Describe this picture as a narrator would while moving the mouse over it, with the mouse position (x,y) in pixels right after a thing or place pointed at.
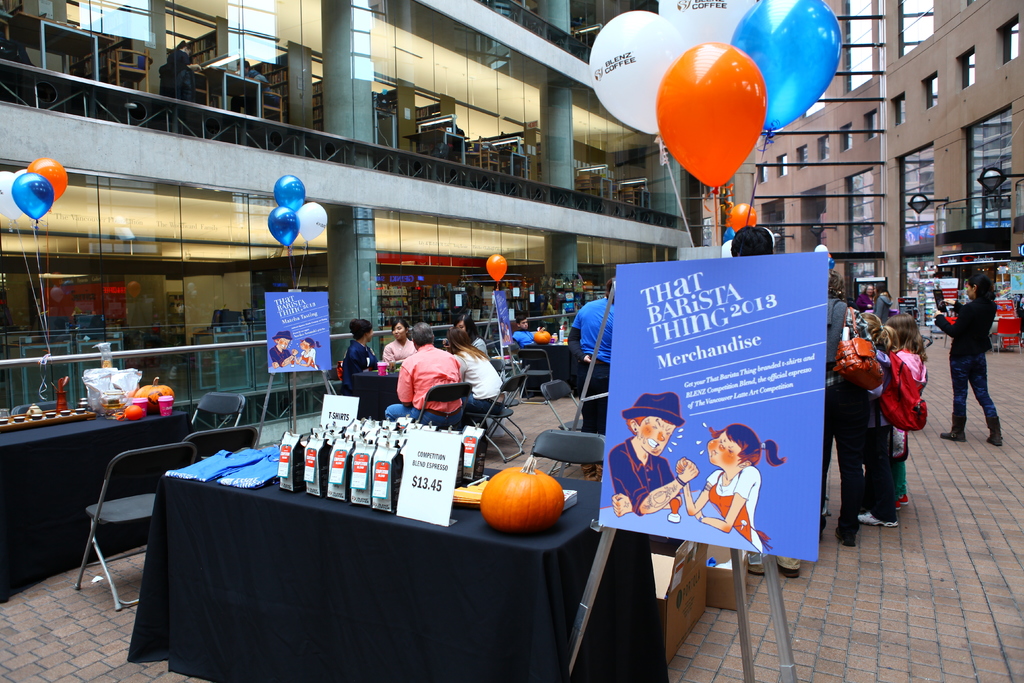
In this picture we can see the tables (328,572). On the tables (337,558) we can see the clothes (502,531), pumpkins (502,507), boards (438,454), glasses (167,409), boxes (282,441), clothes (236,466) and some other objects (325,446). Beside the tables (239,496) we can see the chairs (229,439) and some persons (487,369) are sitting on the chairs (504,413). In the background of the image (584,270) we can see the buildings (890,177), windows (857,35), balloons (801,22), boards (613,363), pillars (552,240), glasses (632,146), stores (931,292) and some persons (972,325) are standing. At the bottom of the image (927,530) we can see the floor (942,652).
